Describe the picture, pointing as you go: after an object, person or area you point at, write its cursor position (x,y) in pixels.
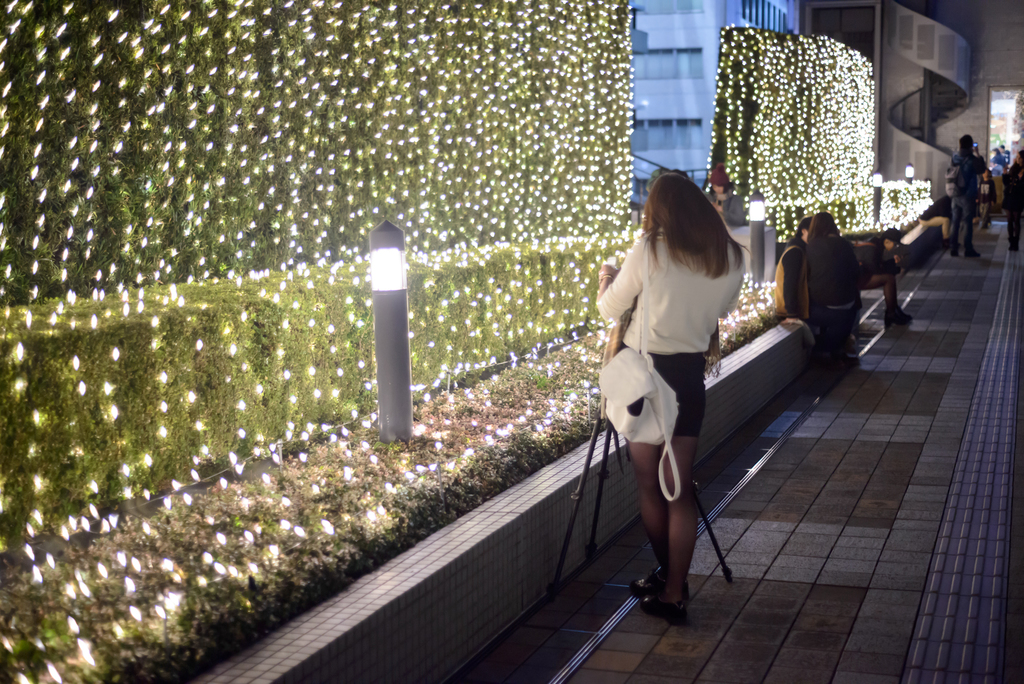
In this picture we can see a group of people (651,247) where a woman (680,452) carrying a bag (666,446) and standing on a footpath (715,483) and some people (826,311) sitting on the wall (803,342), tripod stand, bag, staircase (907,37), lights (825,195), grass (452,340), poles (378,376) and in the background (637,192) we can see buildings (885,149).
